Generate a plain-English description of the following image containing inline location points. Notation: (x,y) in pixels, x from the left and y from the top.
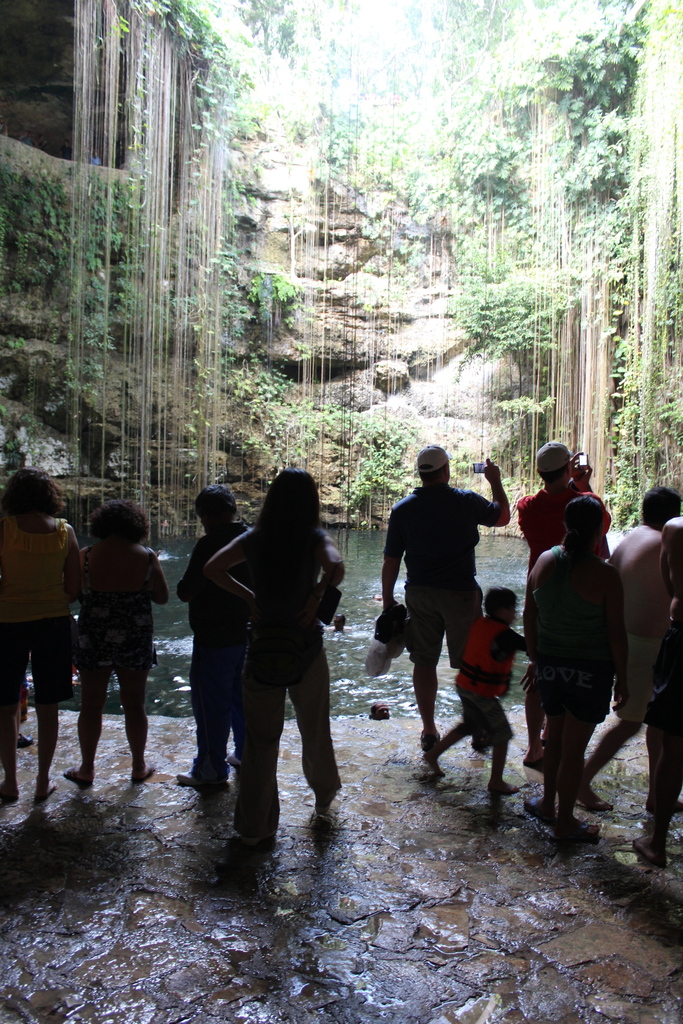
In this picture we can see a group of people (488,664) on the ground (393,827) and in the background (648,367) we can see water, rocks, plants (558,355).
